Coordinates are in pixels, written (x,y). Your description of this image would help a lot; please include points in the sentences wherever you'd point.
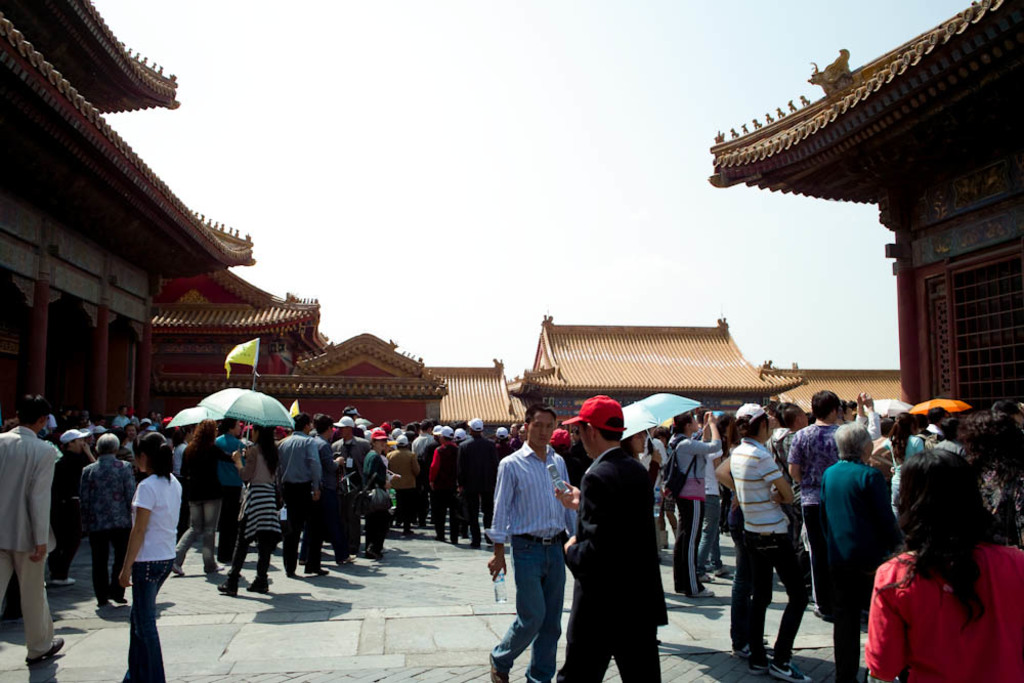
This picture describes about group of people (382,523), they are standing, and we can see few people (476,431) wore caps (346,419), and few are holding umbrellas (198,414), around them we can find few houses (539,383).
